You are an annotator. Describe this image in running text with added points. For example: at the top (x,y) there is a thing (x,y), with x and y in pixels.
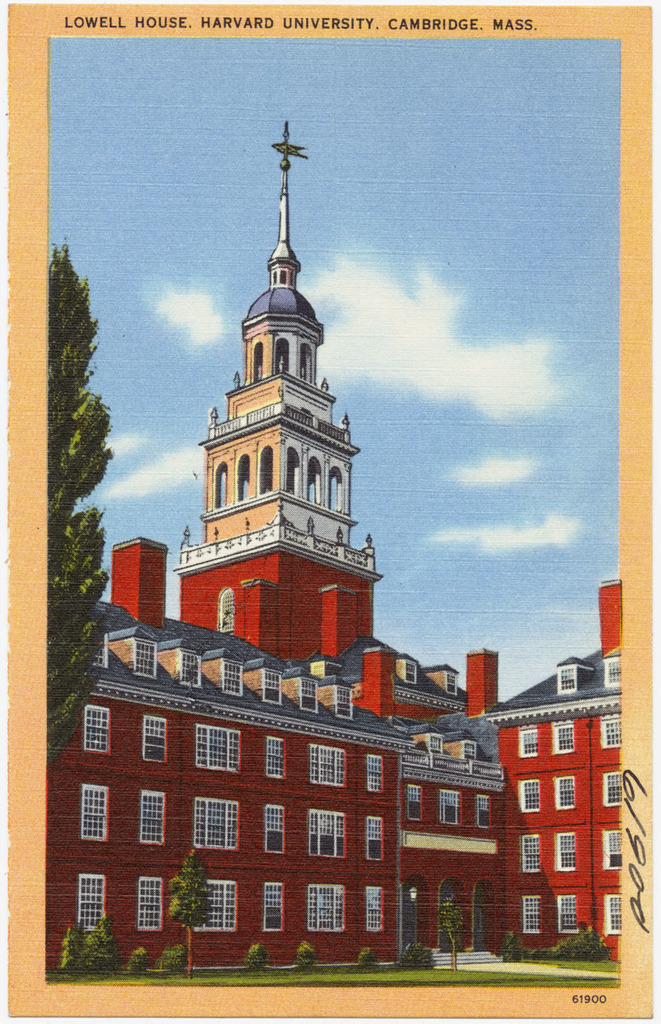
In this image I can see a poster (415,302) in which we can see a big building (256,573) in front of that there are some plants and tree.
